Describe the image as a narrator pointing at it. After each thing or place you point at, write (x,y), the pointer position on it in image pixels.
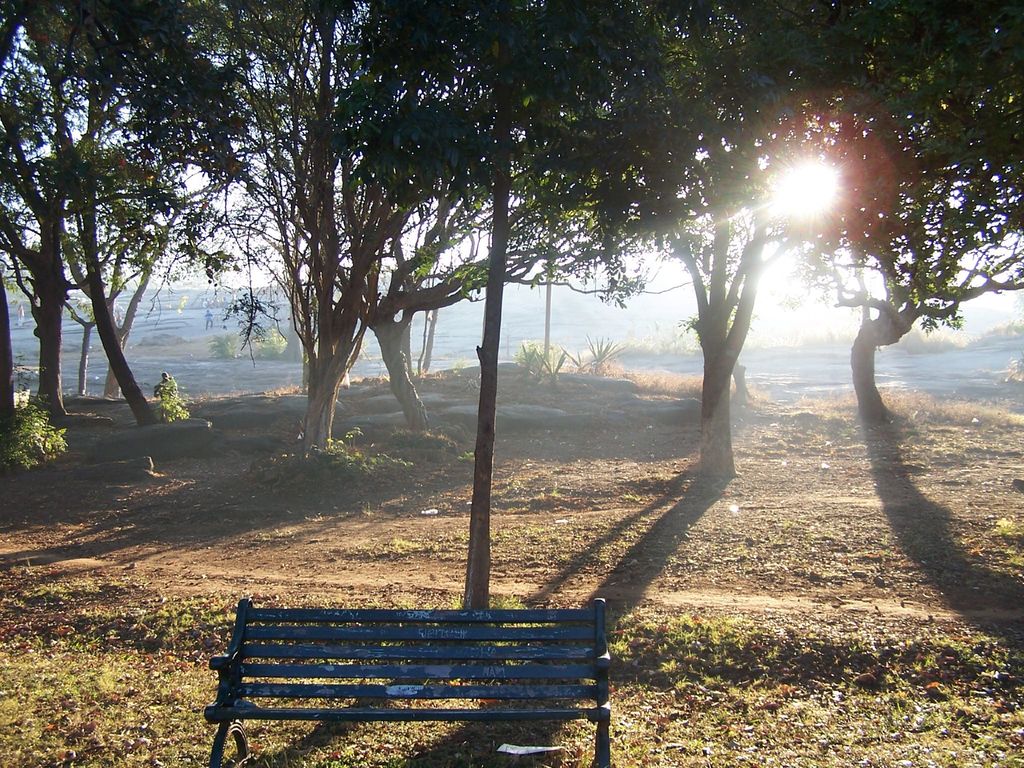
In this picture we can see many trees (626,41). On the bottom (251,619) we can see bench (302,653) near to the pole (467,589). In the background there is a water (183,294). Here we can see sun (821,174). Here we can see sky (194,177).
